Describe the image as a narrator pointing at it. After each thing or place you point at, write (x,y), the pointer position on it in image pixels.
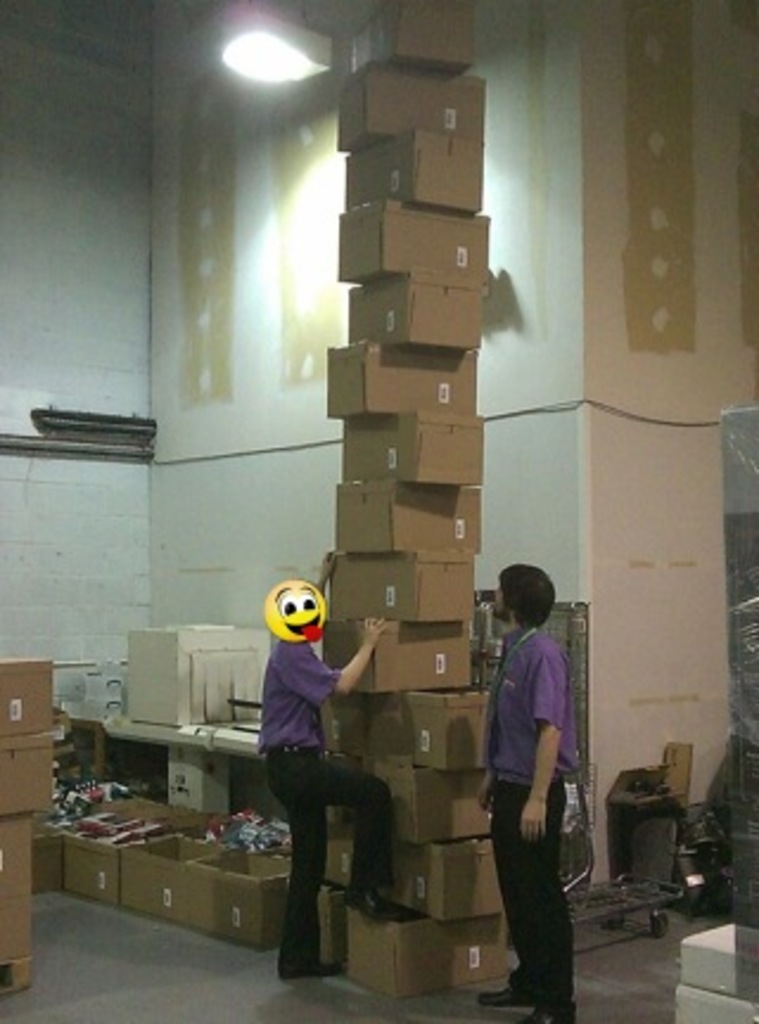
In this image there are two people (310,843), few boxes (232,850) in which there are few objects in some of the boxes (163,885), few objects (136,686) on the table (125,729), a trolley (613,905), a light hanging from the roof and some objects (715,952) are in the room (605,850).
